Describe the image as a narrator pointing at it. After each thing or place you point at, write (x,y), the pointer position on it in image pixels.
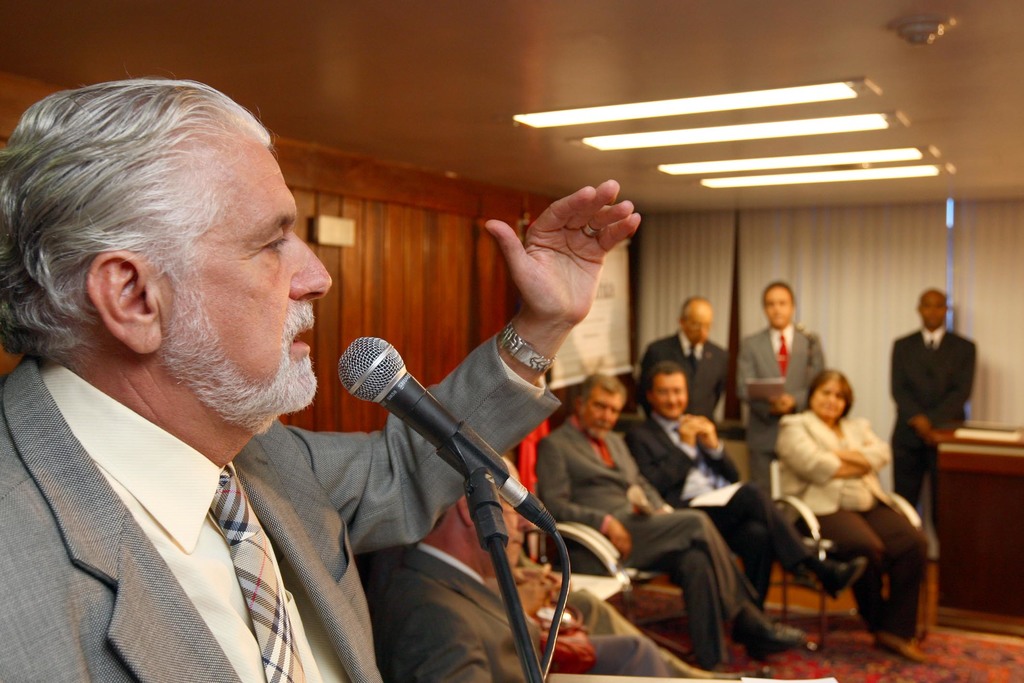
In the image we can see there are people (690,404) standing and some of them are sitting. They are wearing clothes (450,496), on the left side (112,513), we can see a man (252,492) wearing a wrist watch (528,347) and finger ring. Here we can see microphone (439,410), lights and the background (979,326) is slightly blurred.
